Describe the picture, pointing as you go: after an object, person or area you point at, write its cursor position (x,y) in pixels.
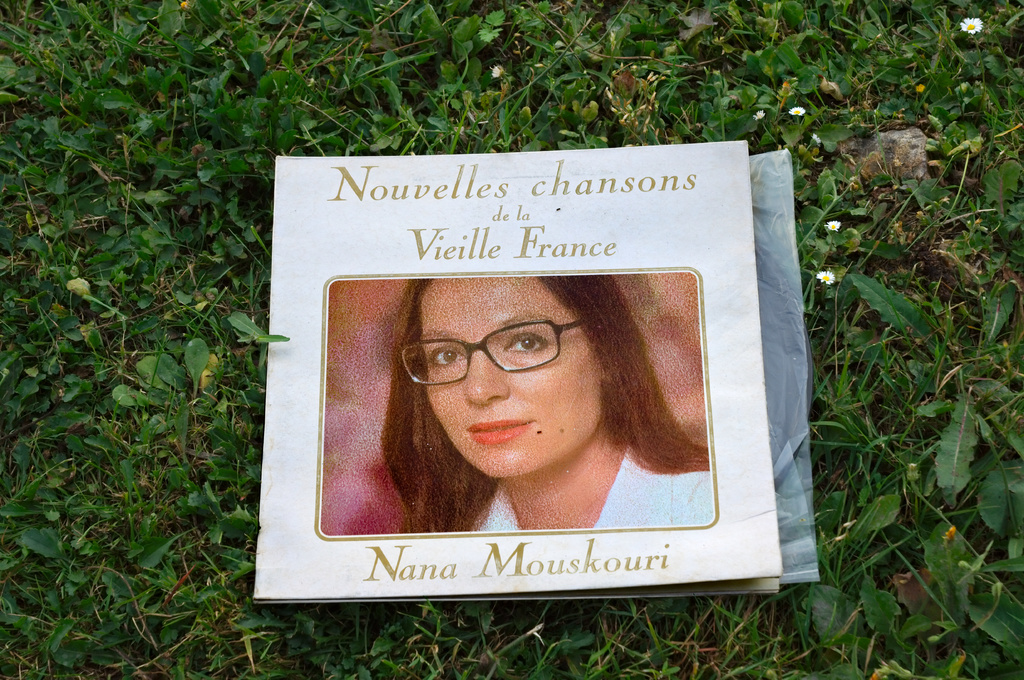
In the picture I can see a paper (509,455) which has a photo (526,426) of a woman (536,449) and something written on it. I can also see flower plants (894,322). These flowers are white in color.
